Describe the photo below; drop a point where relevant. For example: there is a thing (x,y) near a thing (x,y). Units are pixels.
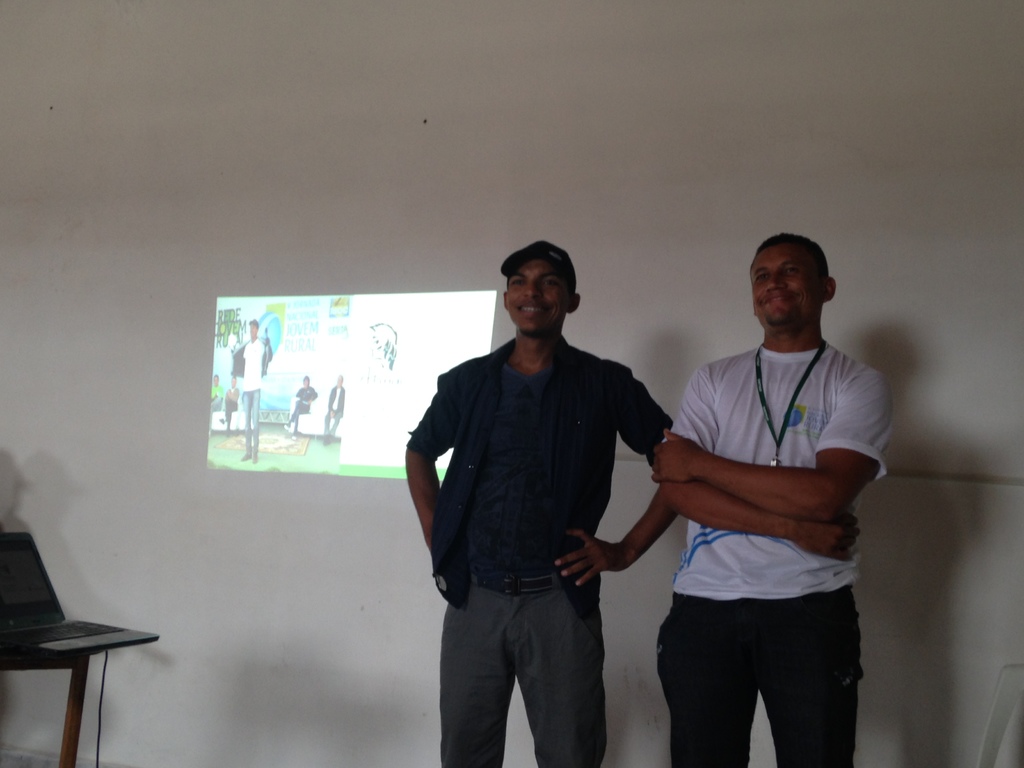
In this image there are two persons (580,486), there is a white wall (288,86), there is a laptop (52,609) on the table (72,654), there is a wire (98,742).
